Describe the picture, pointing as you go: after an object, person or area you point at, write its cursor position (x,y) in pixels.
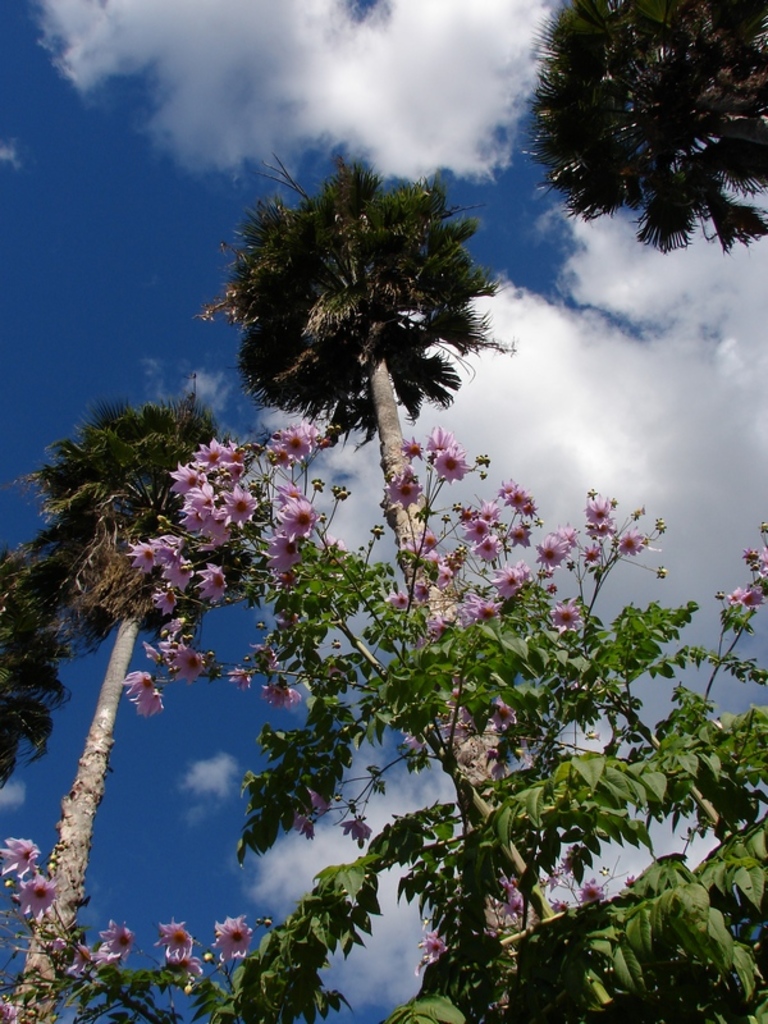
In this picture there are trees (566,140) and plants (563,865) and there are flowers (760,595) on the plants (391,826). At the top (86,216) there is sky (124,351) and there are clouds (640,856).
